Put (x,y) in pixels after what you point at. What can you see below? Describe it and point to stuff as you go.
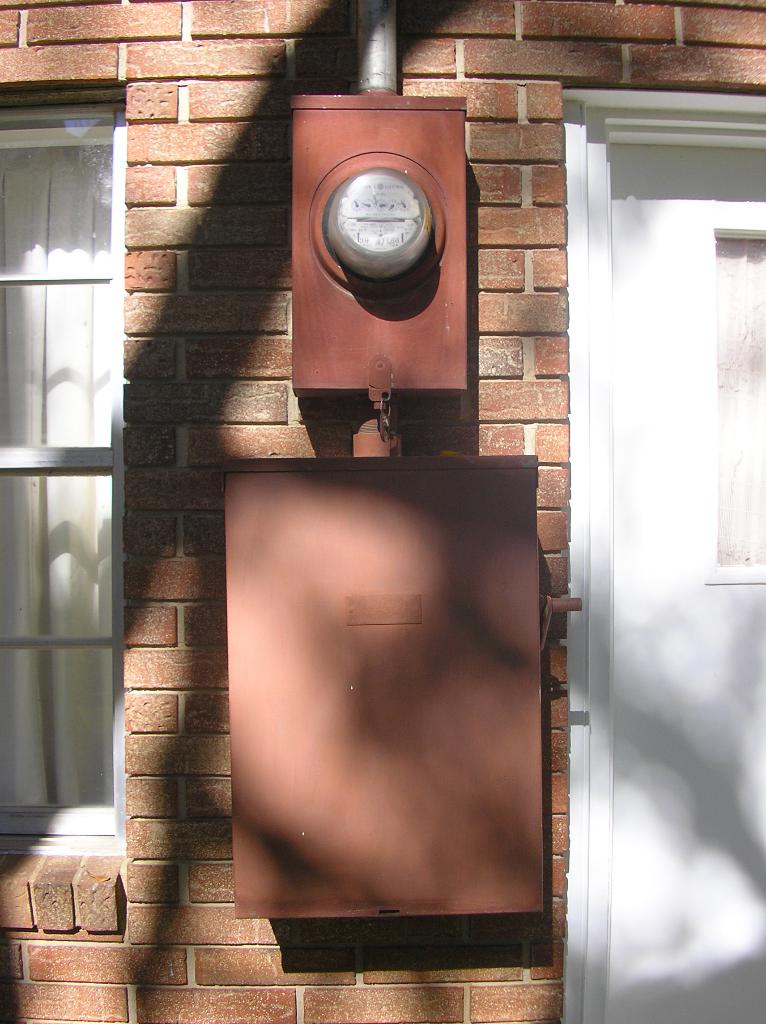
In the center of the image (377,456) we can see the two objects (389,483) attached to the brick wall (216,961). Image also consists of a window (73,438) and a white door (654,490).
